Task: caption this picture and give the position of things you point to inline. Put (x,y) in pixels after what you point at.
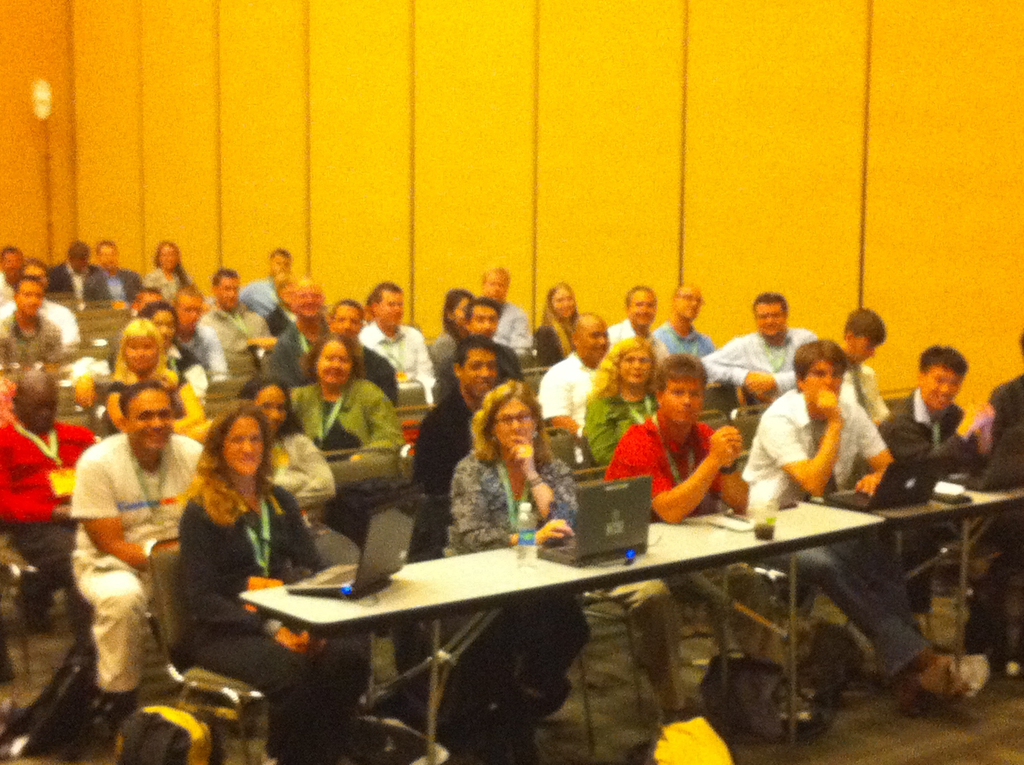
There are few persons (679,488) sitting in chairs (345,544) and there is a table (833,522) in front of them which has few laptops (615,537) on it and there are few other persons (246,346) sitting behind them.
